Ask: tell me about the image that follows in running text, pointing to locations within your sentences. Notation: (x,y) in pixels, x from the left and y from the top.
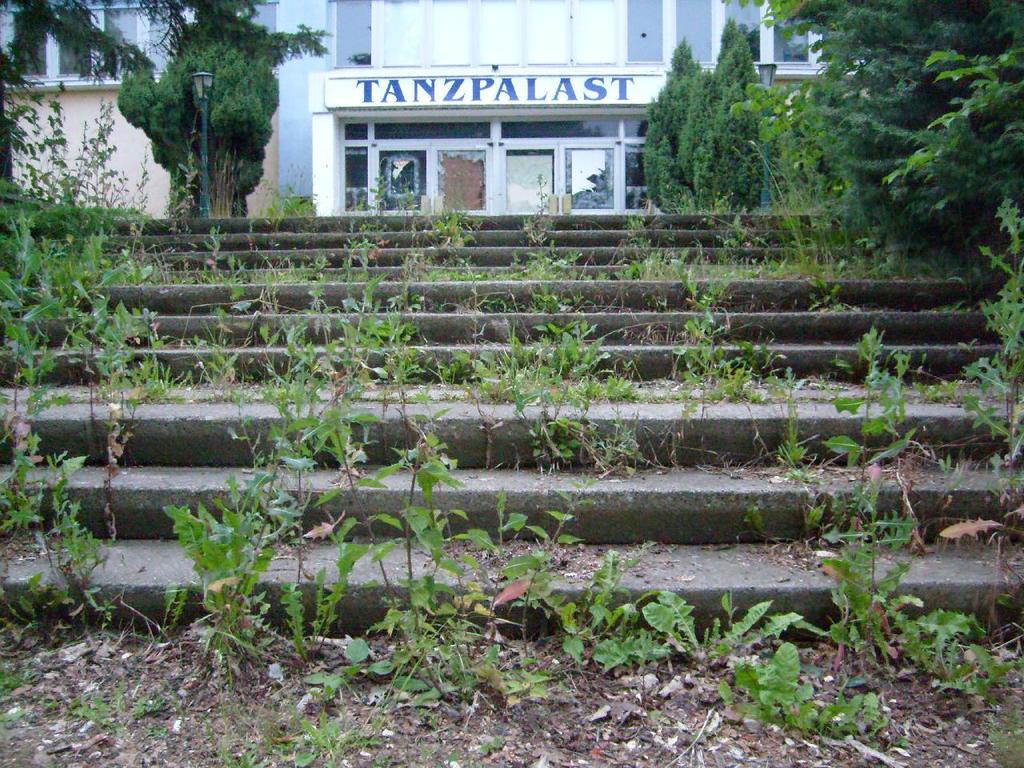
In this image I can see a building (359,87), in front of building (125,130) I can see trees (260,80), small plants (183,201), staircase (591,256), street light pole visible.
